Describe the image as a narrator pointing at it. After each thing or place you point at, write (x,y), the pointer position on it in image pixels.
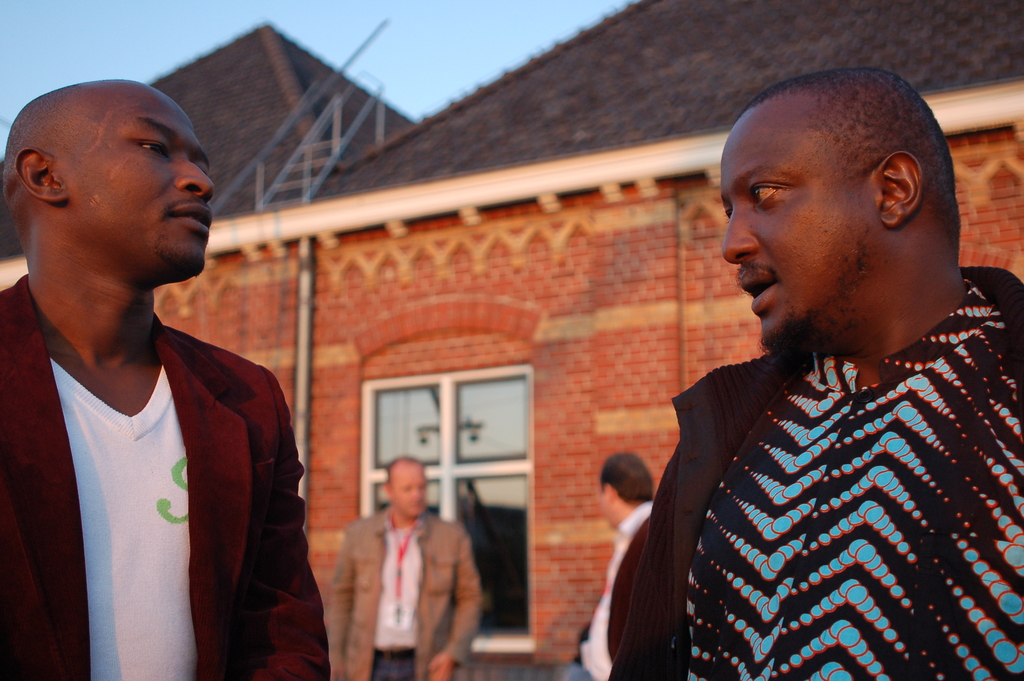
In this picture there are two African boys (793,562) standing and discussing something. Behind there is a red color brick house (554,251) with roof tiles (344,182).
